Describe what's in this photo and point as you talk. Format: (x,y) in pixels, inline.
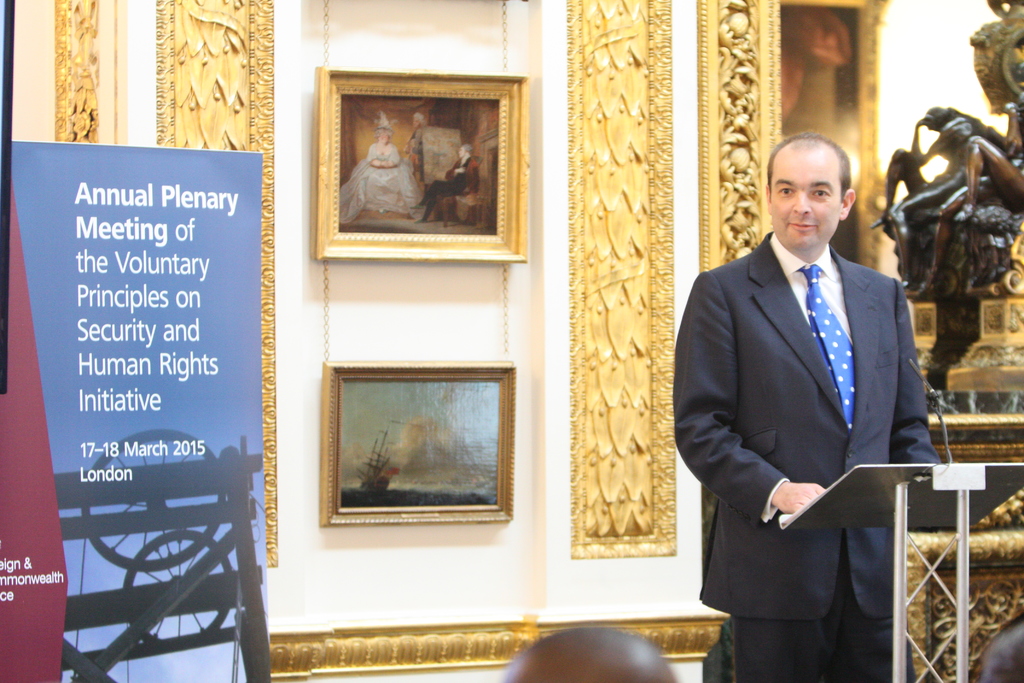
In this image I can see on the right side (715,465) a man (885,441) is standing near the microphone (935,405), he wore coat (824,546), trouser (809,645), tie (835,368), shirt (812,332) and also smiling. In the middle (428,404) there are photographs (392,397) on this wall (425,289). on the left side (168,473) there is a banner (169,455), on the right side (985,251) there is a statue (959,174) of different figures (955,154).
